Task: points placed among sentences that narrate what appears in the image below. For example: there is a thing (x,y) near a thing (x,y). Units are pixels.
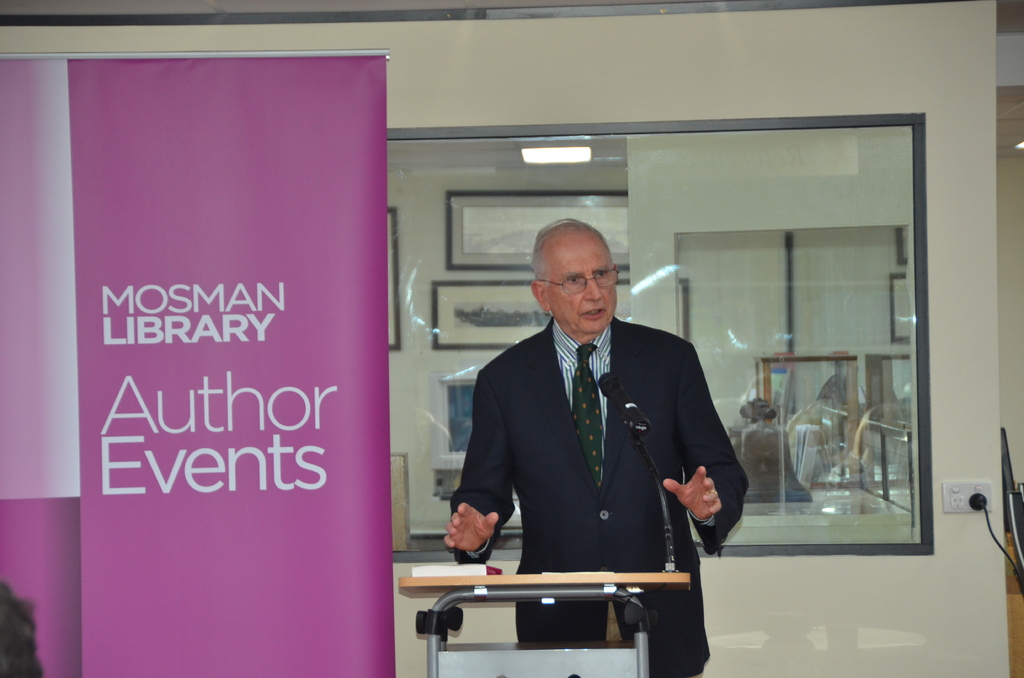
This is an inside view. Here I can see an old man (604,492) wearing black color suit (546,474), standing in front of the table (570,583) and speaking something on the mike (656,475). On the left side (144,294) there is a board (300,414) on which I can see some text (204,430). In the background (697,238) there is a glass (711,225) and wall (972,251).
